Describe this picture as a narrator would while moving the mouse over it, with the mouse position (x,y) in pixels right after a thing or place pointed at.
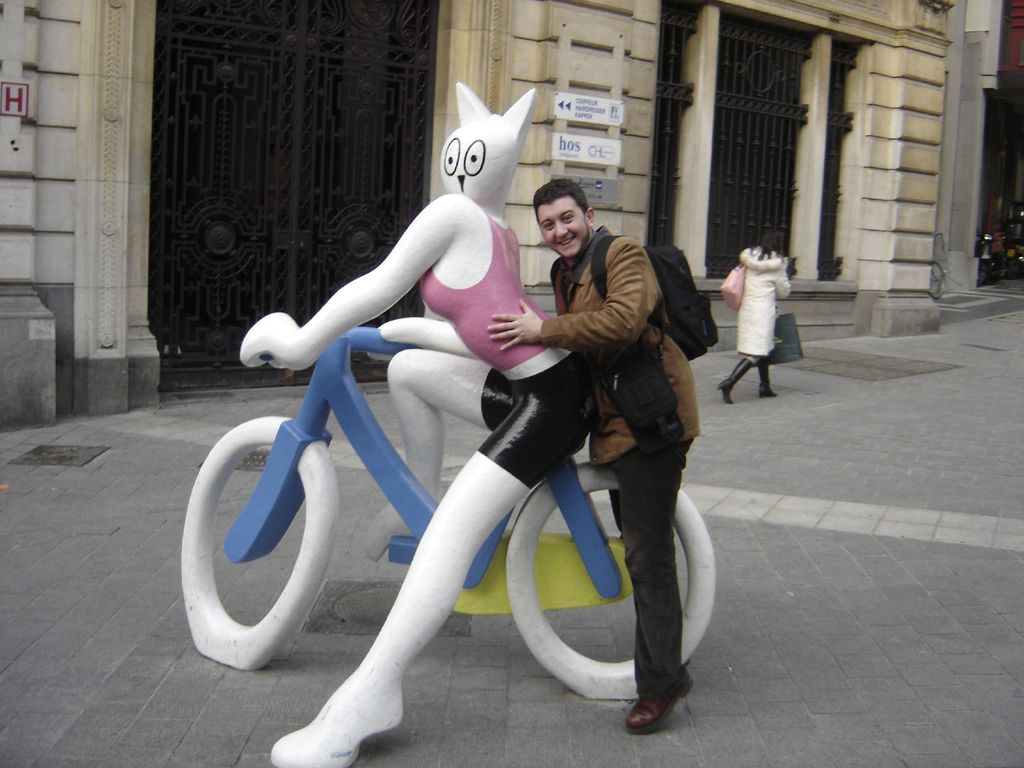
In the picture we can see a doll of a woman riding artificial bicycle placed on the path (116,688) and behind it we can see a man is standing and smiling and behind him we can see a building wall (730,344) with two black color gates (246,72) to it and near it we can see a woman (752,279) walking with some bags (797,355).
